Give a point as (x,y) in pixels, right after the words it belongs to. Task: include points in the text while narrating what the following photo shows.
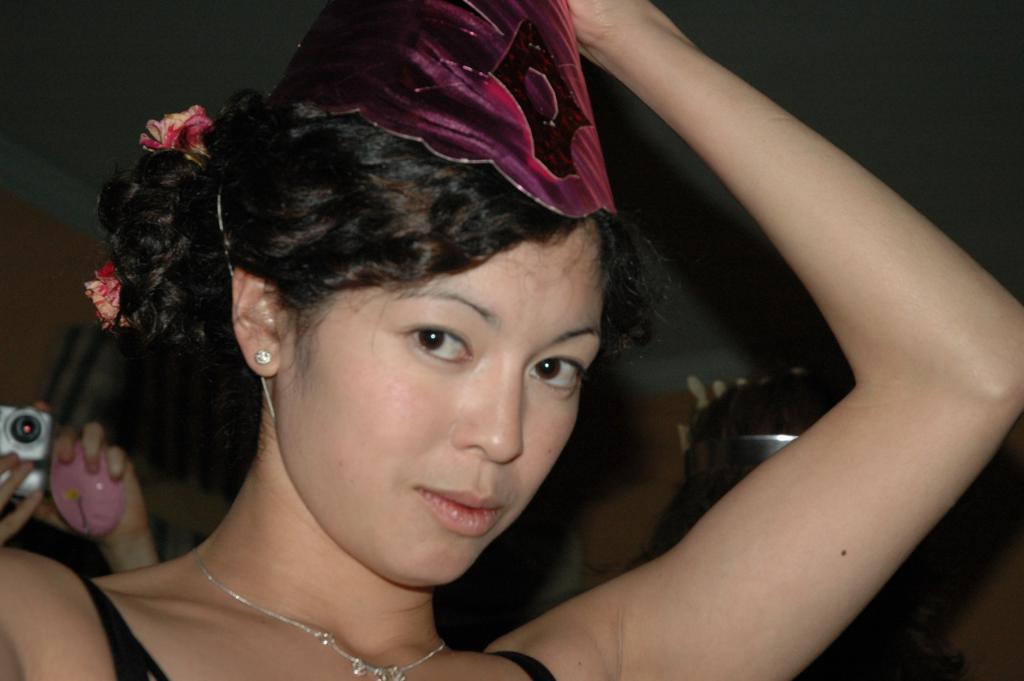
In the image we can see a woman (333,286). Behind the woman (35,663) few persons (99,411) are standing and holding cameras (13,420).
